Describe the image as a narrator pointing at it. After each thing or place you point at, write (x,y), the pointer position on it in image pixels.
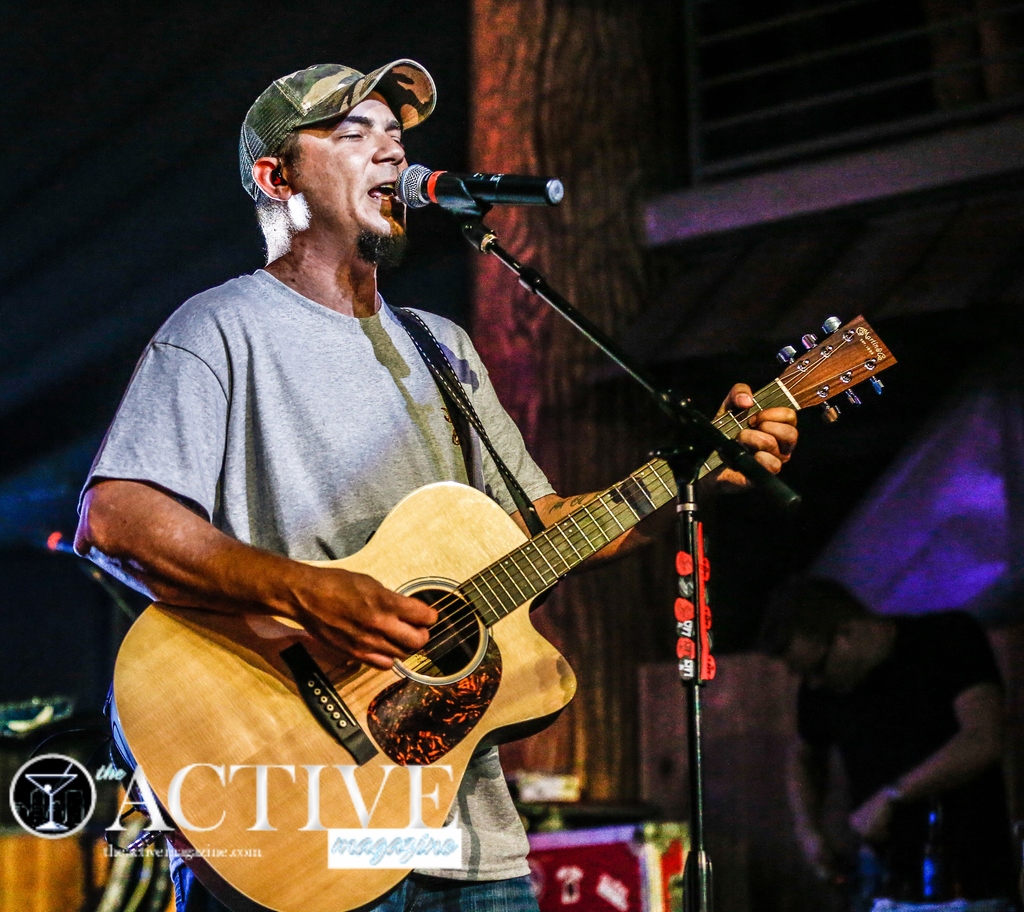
The image is taken in a music concert. In the center of the image (562,511) there is a man (319,251) playing a guitar (464,623). He is singing a song. There is a mic (538,185) placed before him. On the right (885,826) there is another man (865,752) standing. In the background (583,227) there is a wall (556,74).
